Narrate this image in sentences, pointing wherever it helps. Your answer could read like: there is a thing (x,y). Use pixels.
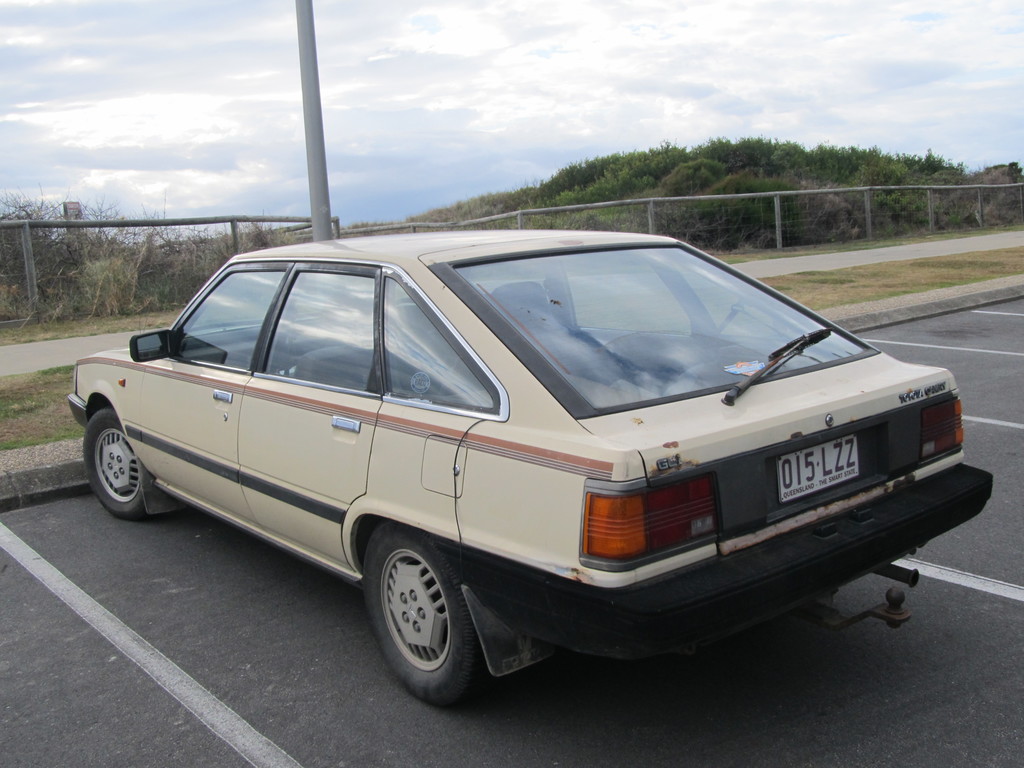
In this image we can see a car (445,427) on the road (533,695), in the background (407,218) there is an iron pole (317,188), fence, trees (152,251) and the sky (395,71).
